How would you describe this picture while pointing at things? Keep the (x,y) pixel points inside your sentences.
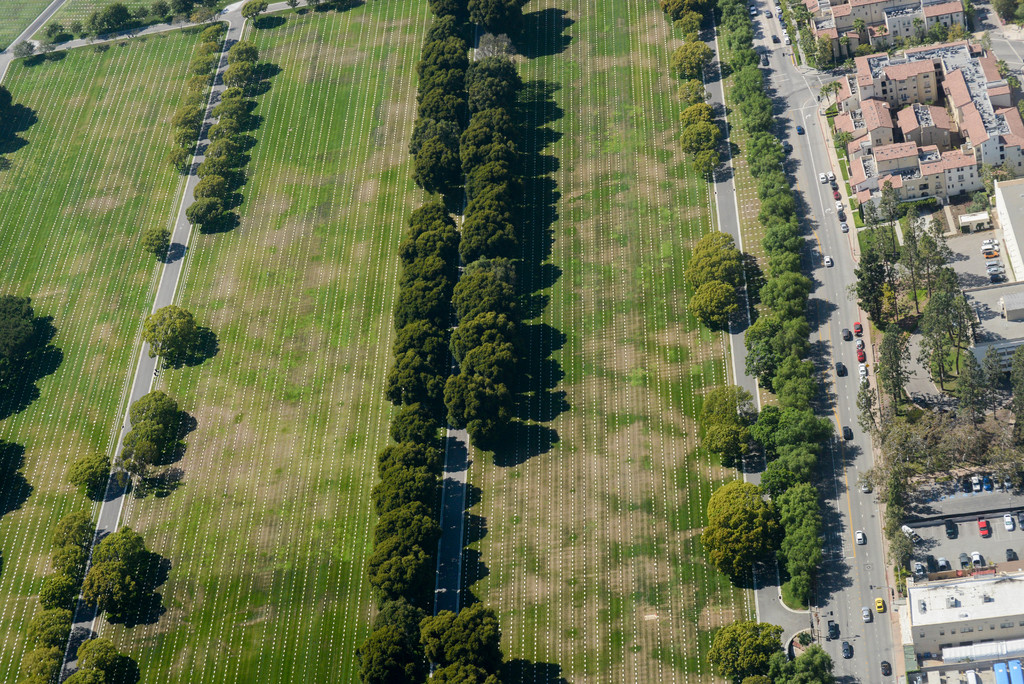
This is a top view image. On the left (120,416) there are roads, grass (45,246) and trees (474,182) on the ground (320,240). On the right (889,313) there are vehicles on the road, buildings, roofs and trees (930,426).
